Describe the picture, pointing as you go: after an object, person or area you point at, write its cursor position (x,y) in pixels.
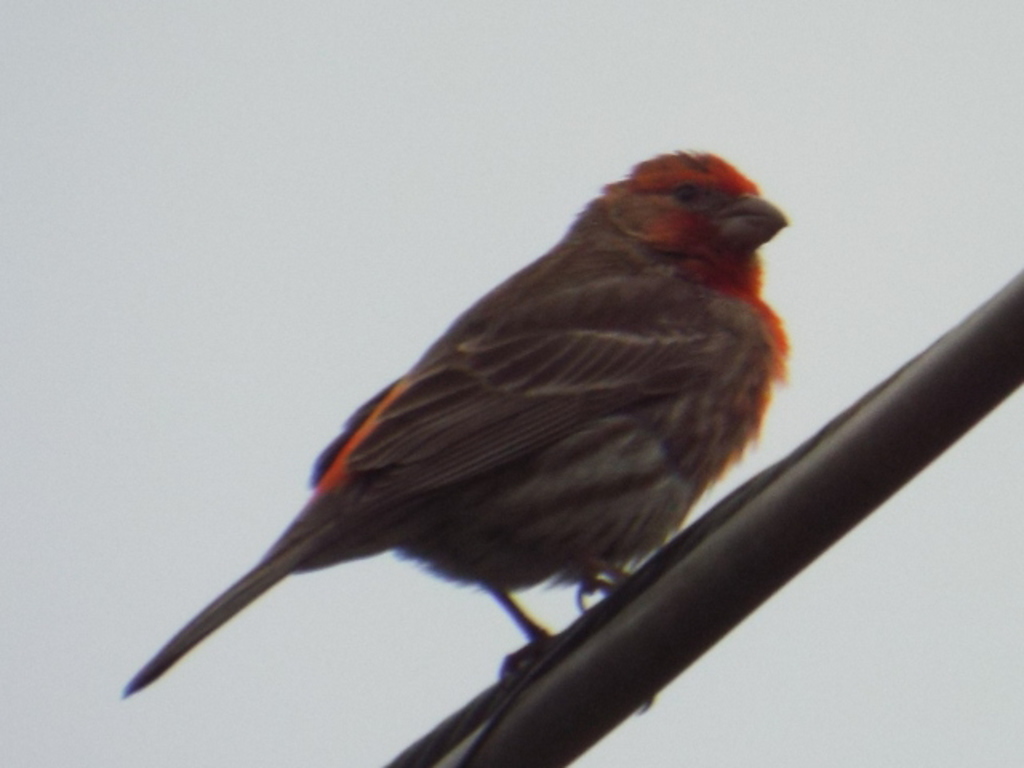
In this picture there is a bird (644,419) on the pole (751,516) and there is a wire (699,541) on the pole (849,443). At the top (427,156) there is sky (427,171).
